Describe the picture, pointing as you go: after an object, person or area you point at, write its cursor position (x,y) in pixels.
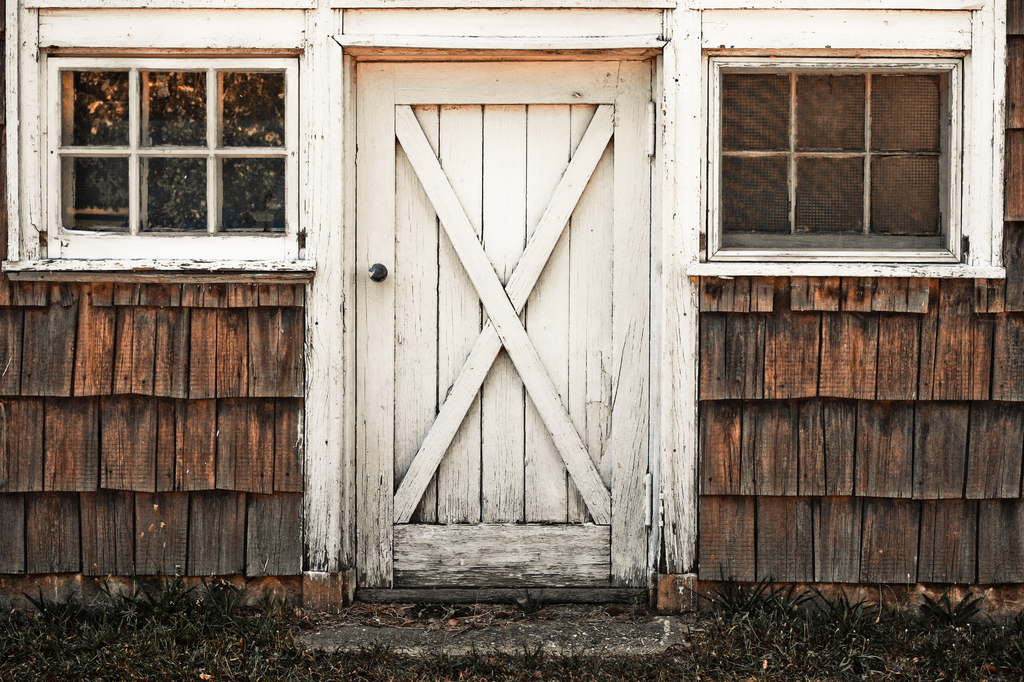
In the picture there is a wall (302,176), there are glass windows (64,125) present, there is a door (452,347).
